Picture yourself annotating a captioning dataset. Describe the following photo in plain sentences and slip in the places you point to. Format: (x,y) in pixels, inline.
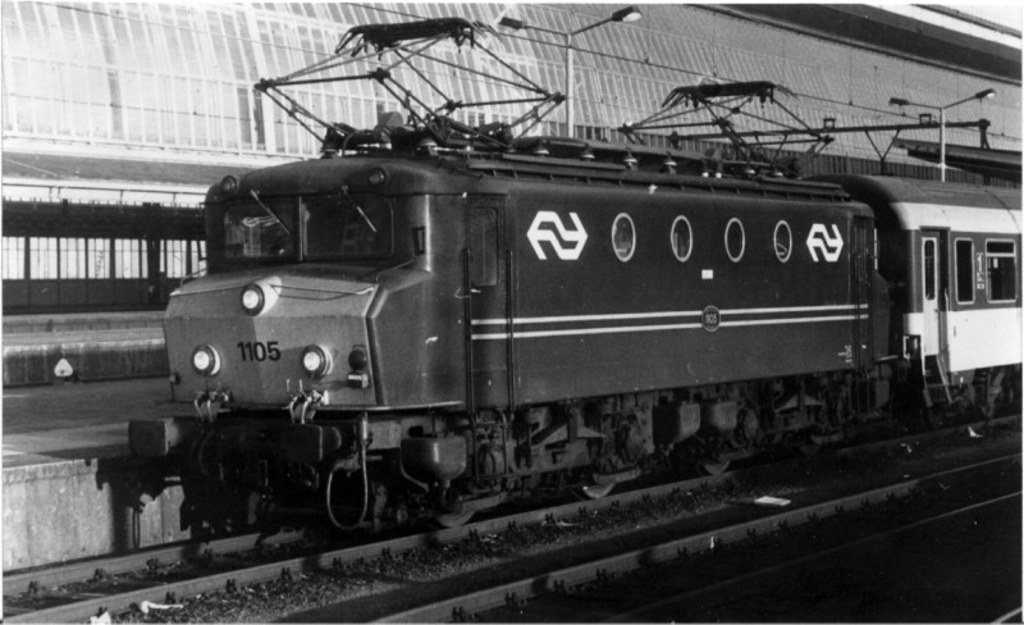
In this image, we can see a train (680,447) on the track (721,487). At the bottom (519,585), we can see few tracks (645,577). Background (121,412) we can see platform (103,394), shed (155,226), poles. Top of the image (636,19), we can see lights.
